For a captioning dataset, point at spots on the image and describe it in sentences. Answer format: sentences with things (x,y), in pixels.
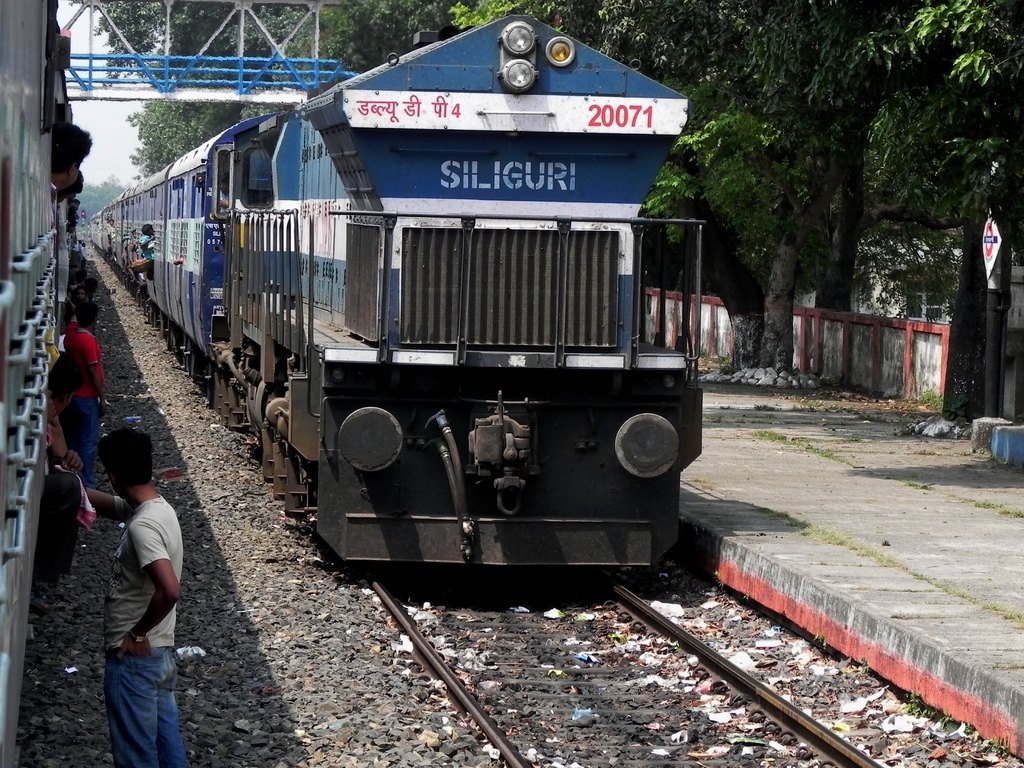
In this picture there are two trains (343,255) on the railway tracks (525,668). In the bottom left (141,557) there is a man (111,453) who is standing near to the train's door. On the left (83,406) I can see many people (52,147) who are standing near to the doors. On the right (844,291) I can see some trees (762,283) and sign board (993,253) on the platform (1012,473). At the top (271,38) I can see the bridge (228,69). In the top left corner (97,112) I can see the sky (111,105).
